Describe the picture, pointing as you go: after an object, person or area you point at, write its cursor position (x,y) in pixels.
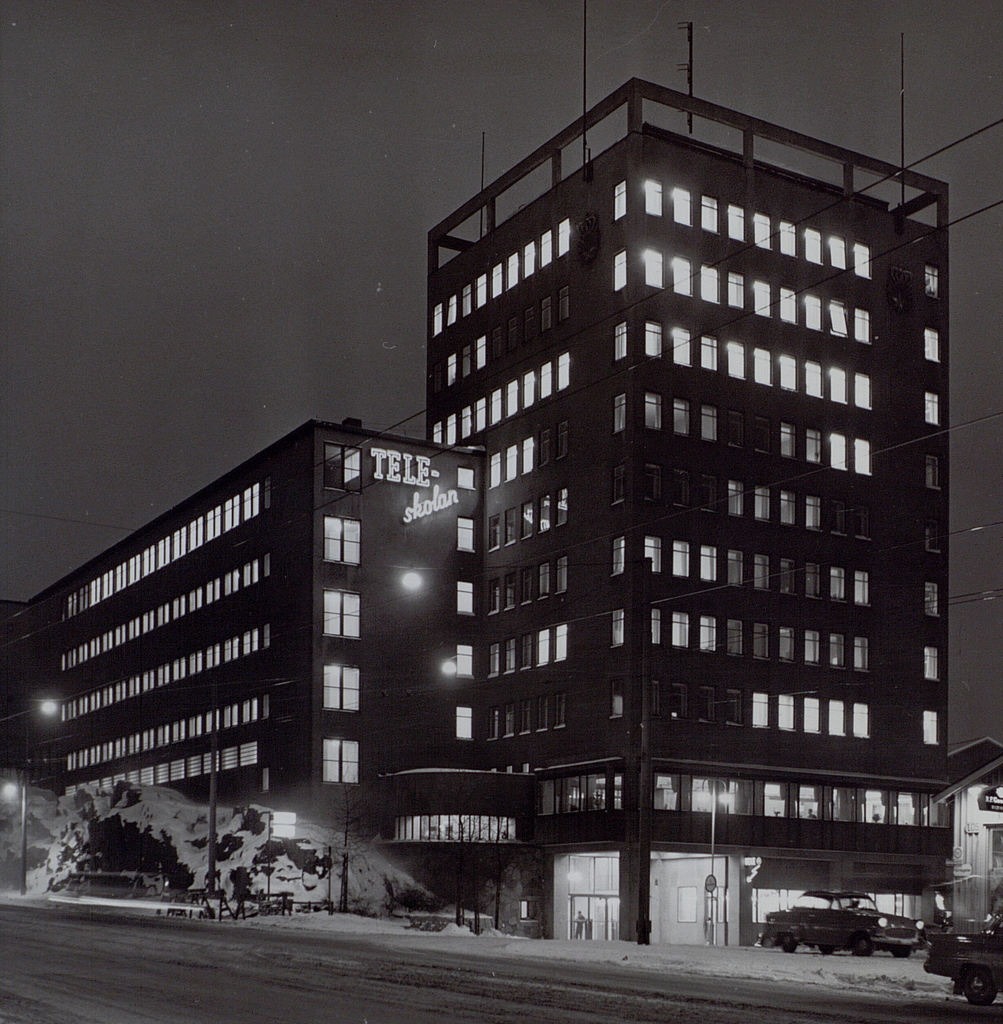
This picture is clicked outside. In the foreground (286,911) we can see the vehicles (910,939), poles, lights (49,707) and some other objects (393,889). In the center (578,513) we can see the buildings (402,543) and the text (395,473) on the building (387,468). In the background (307,237) we can see the sky (157,113) and the cables (940,150) and some other objects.
